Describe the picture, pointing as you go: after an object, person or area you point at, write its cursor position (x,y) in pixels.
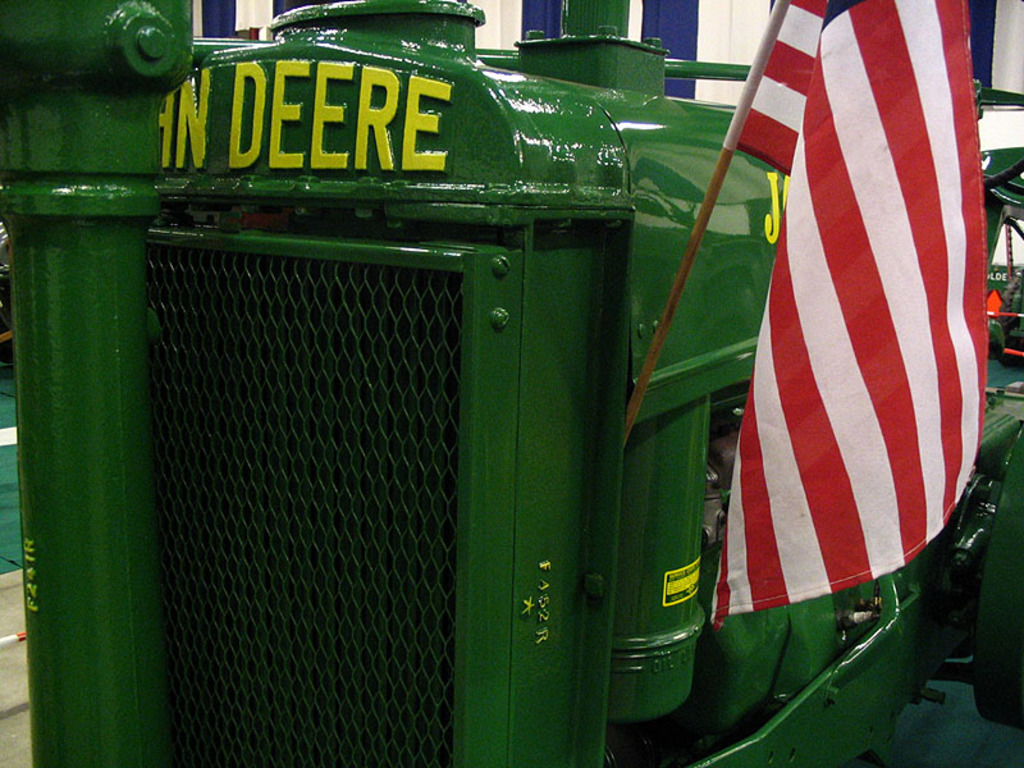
This image consists of a vehicle (449,612) in green color. To which, there is a flag (826,395) fixed. It looks like it is kept in a hall (10,679). In the background (544,6), we can see a cloth (498,16) in blue and white color.
